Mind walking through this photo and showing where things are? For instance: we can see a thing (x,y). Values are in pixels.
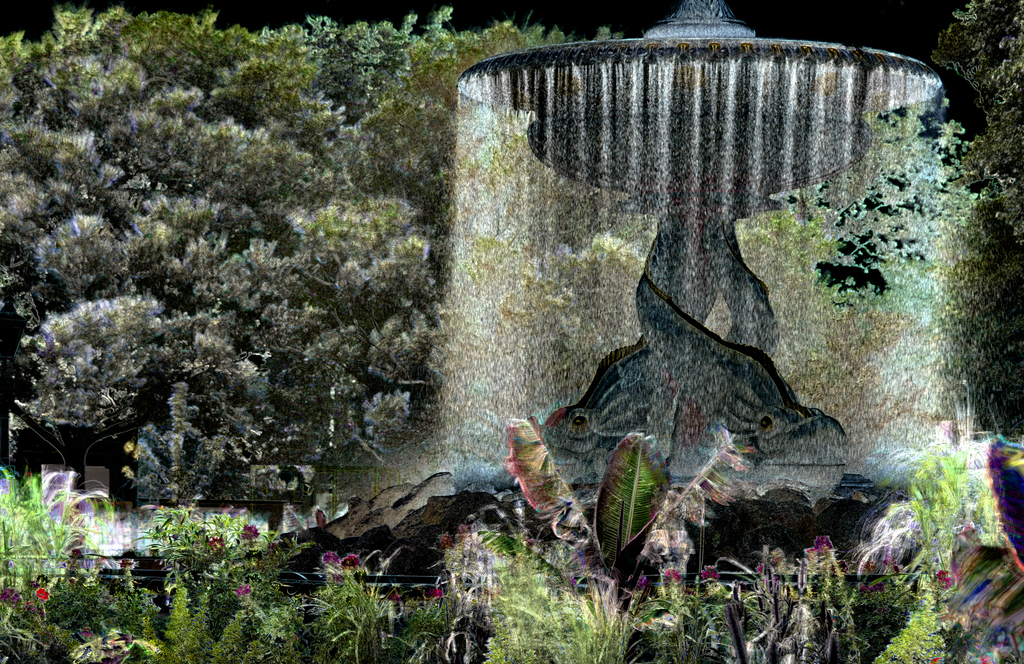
In this image, we can see some trees (276,308) and plants (569,565). There is a fountain (780,212) in the middle of the image (604,418).
